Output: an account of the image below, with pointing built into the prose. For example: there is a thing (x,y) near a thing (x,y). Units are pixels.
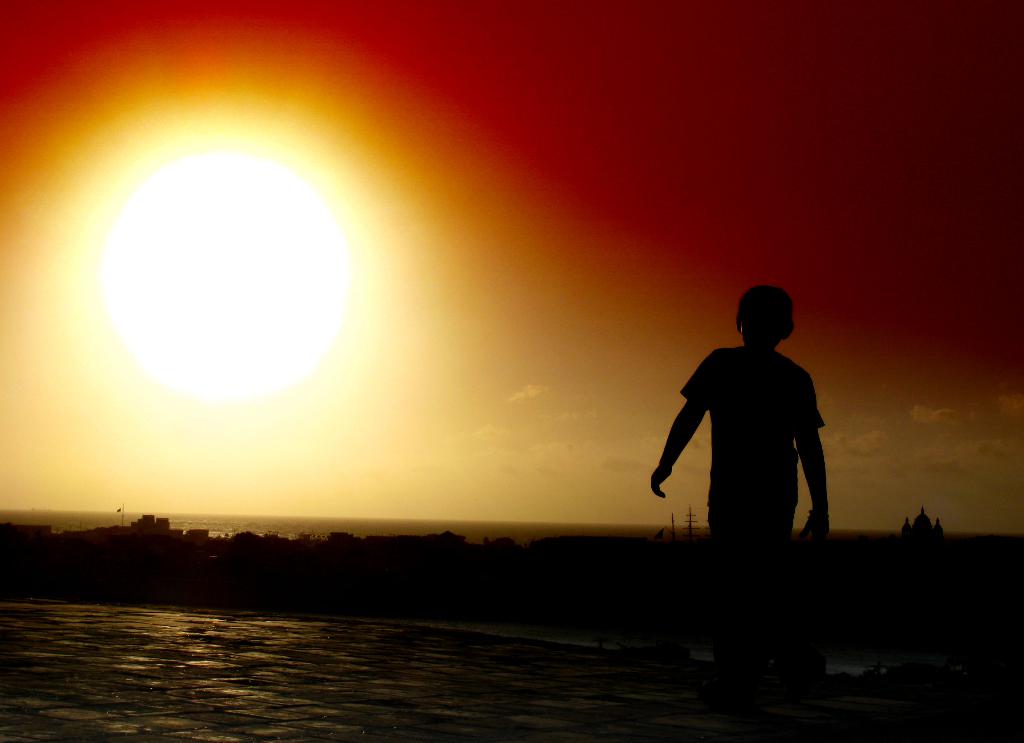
On the right side (783,327), there is a person (761,331) walking on the ground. In the background (621,576), there are buildings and trees (78,539) on the ground (349,545) and there are clouds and a sun (305,281) in the sky (858,145).
